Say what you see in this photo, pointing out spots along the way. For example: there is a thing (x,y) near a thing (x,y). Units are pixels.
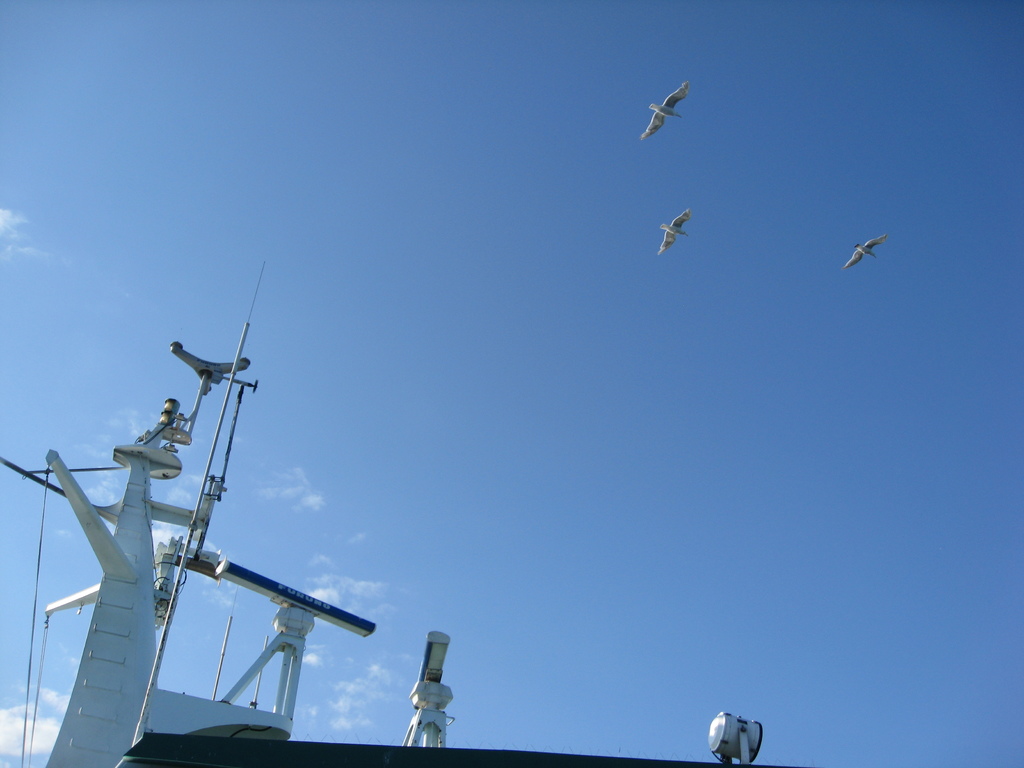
This image is taken outdoors. At the top of the image (421,243) there is a sky (514,611) with clouds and three birds (688,85) are flying in the sky (766,205). At the bottom of the image (147,690) there is a ship (159,610).
